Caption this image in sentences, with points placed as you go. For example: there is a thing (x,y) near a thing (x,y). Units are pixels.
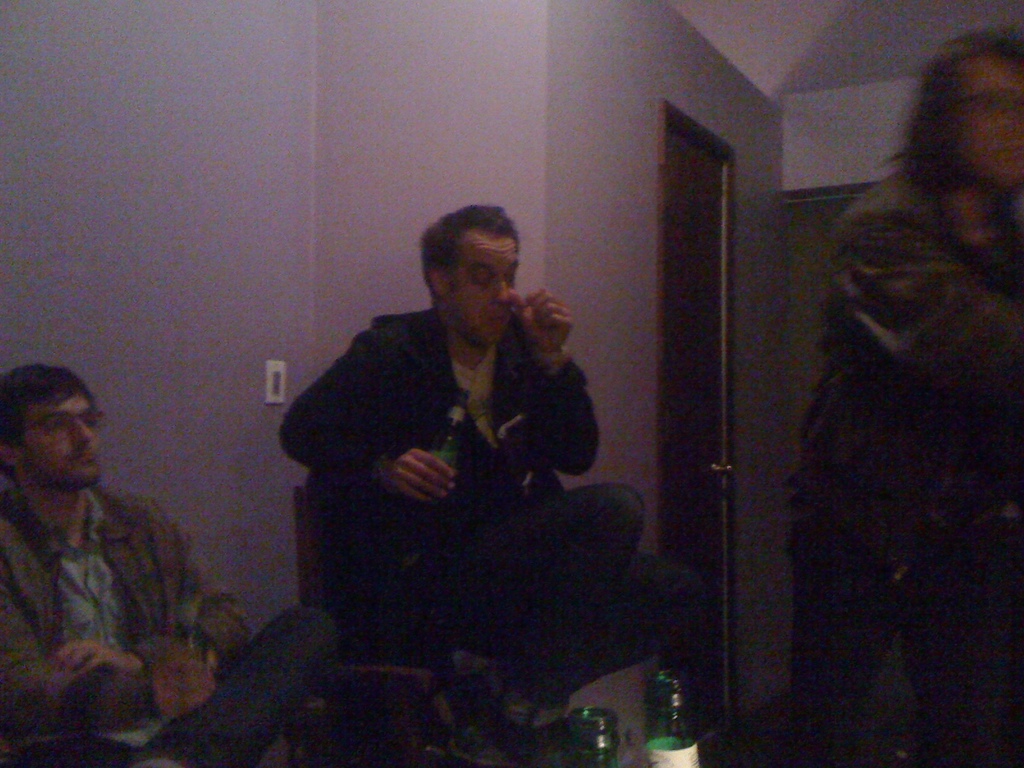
In this image we can see two men (427,528) sitting and holding bottles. There is a person (935,315) standing. In the background (527,113) we can see the plain wall (406,166) and also door (723,223).
